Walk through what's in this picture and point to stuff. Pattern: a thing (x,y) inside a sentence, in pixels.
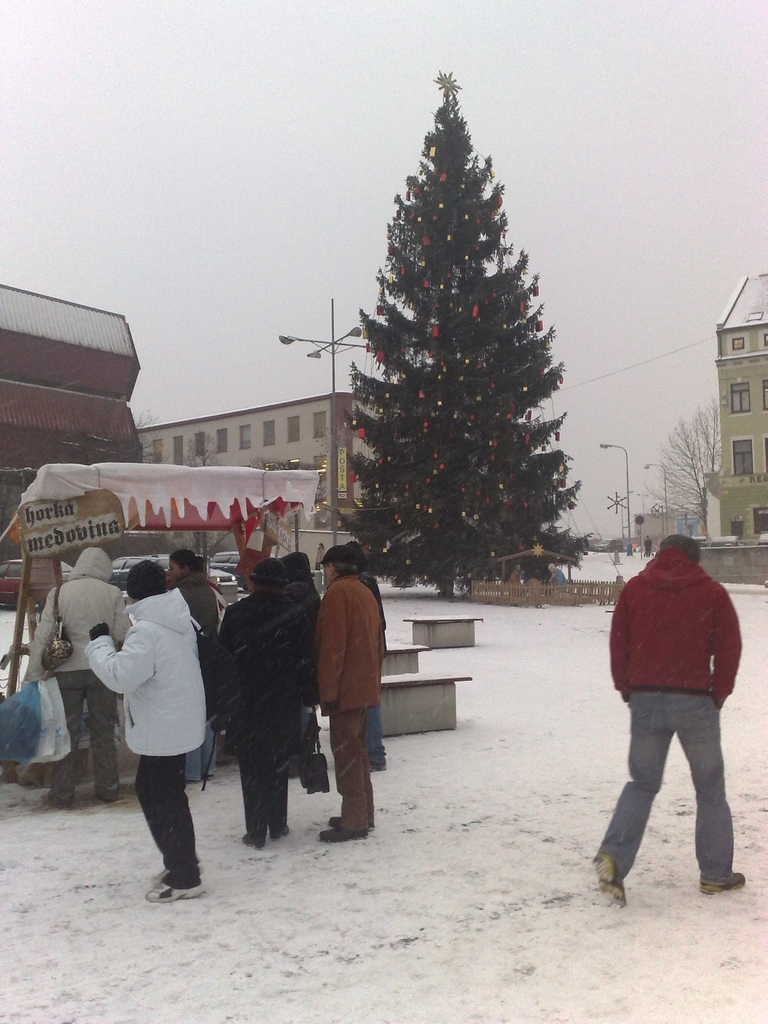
In this picture I can see buildings (737,397), trees (712,466) and I can see a cart (131,508) and few people (206,752) are standing and a human (670,599) walking and I can see a board (77,517) with some text (61,541) and a human (86,645) holding few carry bags (34,714) and I can see few benches (432,712) and couple of pole lights (666,497) and I can see sky (334,157) and I can see snow (424,856) on the ground (452,795).
